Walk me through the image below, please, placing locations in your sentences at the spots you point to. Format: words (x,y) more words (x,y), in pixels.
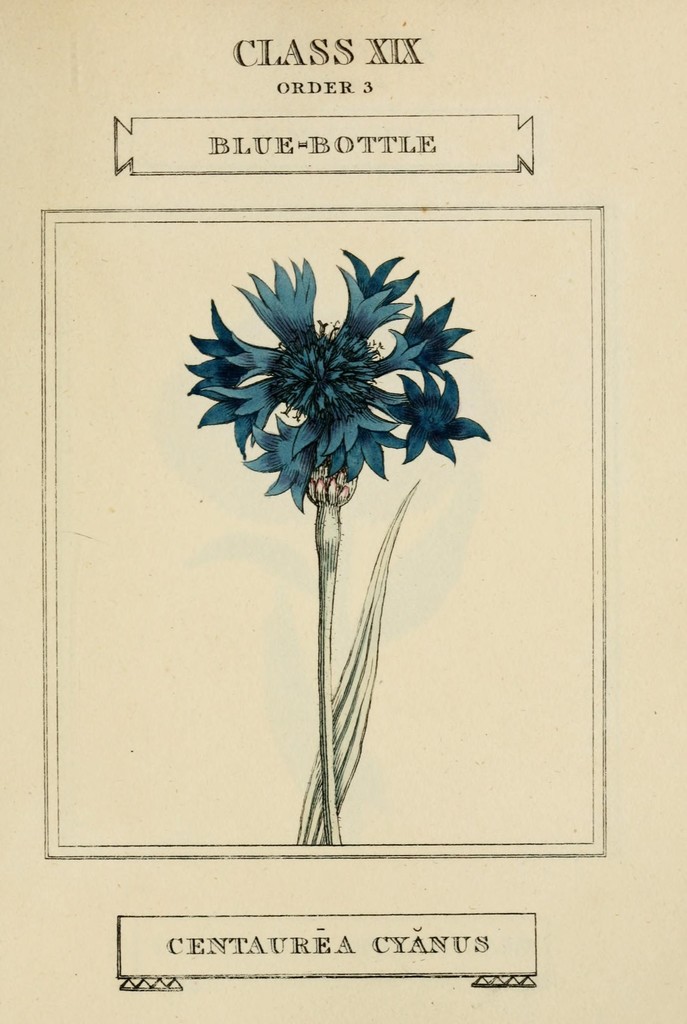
In this picture we can see a flower (301,465), leaf (407,507) and some text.
